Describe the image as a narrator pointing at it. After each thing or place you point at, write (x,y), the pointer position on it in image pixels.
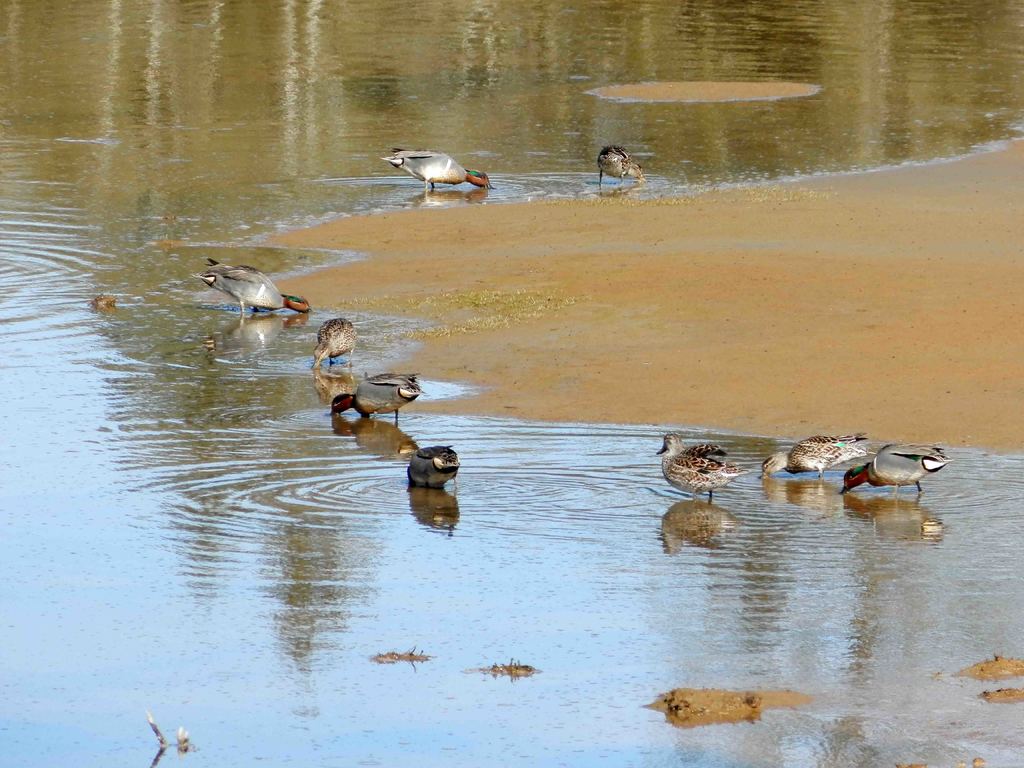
This image is taken outdoors. On the left side of the image (159,595) there is a pond (212,636) with water (173,136). On the right side of the image (729,336) there is a ground (684,336). In the middle of the image (352,345) there are a few birds (441,455) drinking water (495,468) in the pond (527,458).
